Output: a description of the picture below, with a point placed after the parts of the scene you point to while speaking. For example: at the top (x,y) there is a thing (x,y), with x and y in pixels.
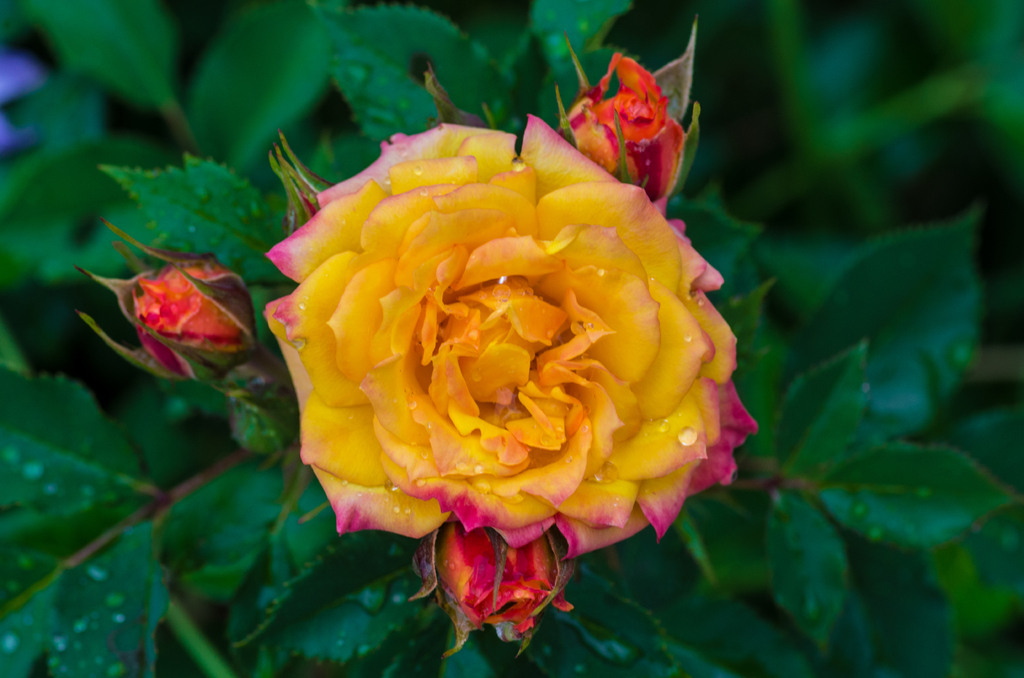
In this image we can see rose flower (491,272). Also there are buds (491,582) on the plant (526,493).
